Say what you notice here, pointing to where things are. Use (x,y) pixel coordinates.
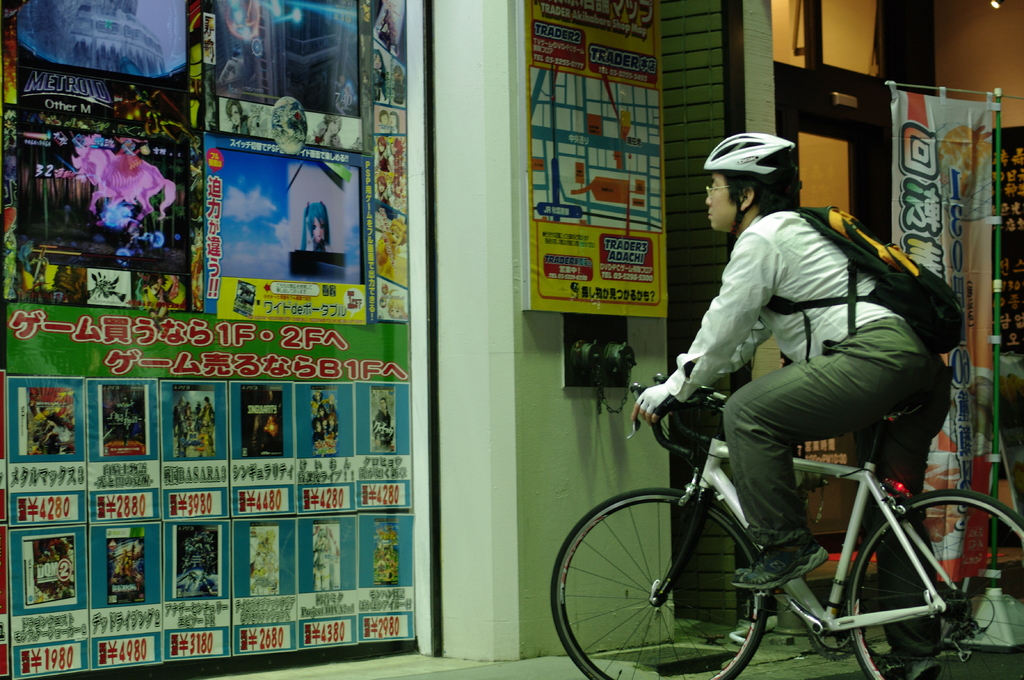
Here we can see a man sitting on a bicycle (566,648) and he is observing a hoarding (580,217) which is fixed to a wall (509,141).
